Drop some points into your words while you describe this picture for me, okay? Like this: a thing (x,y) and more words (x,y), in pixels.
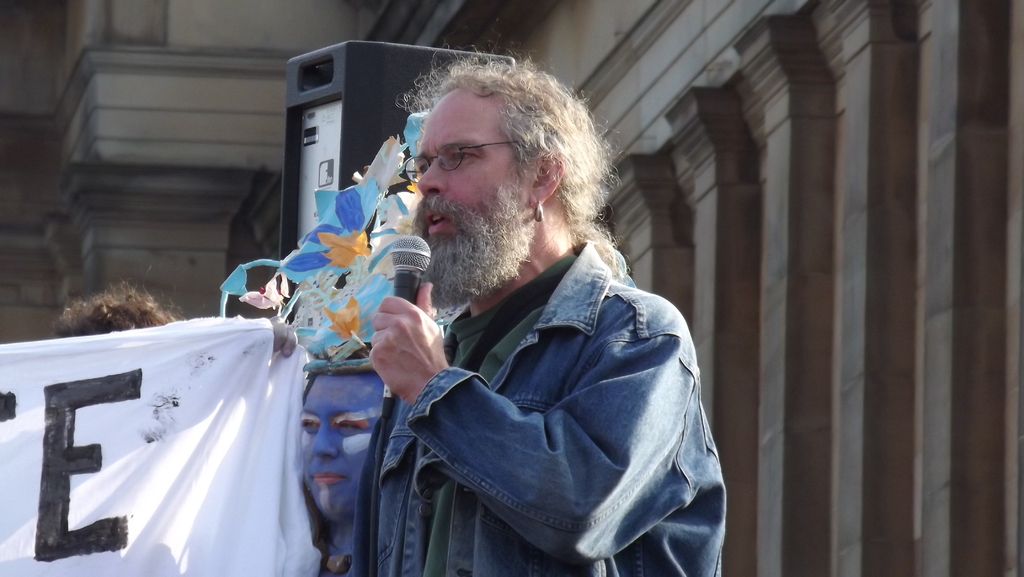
In this image I see a man (402,576) who is wearing blue color jacket (608,404) and I see that he is holding a mic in his hand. In the background (15,265) I see the building (795,249) and I see a black and white color thing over here and I see a person (331,391) over here who is colored and I see a white color cloth (274,558) on which there is an alphabet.
